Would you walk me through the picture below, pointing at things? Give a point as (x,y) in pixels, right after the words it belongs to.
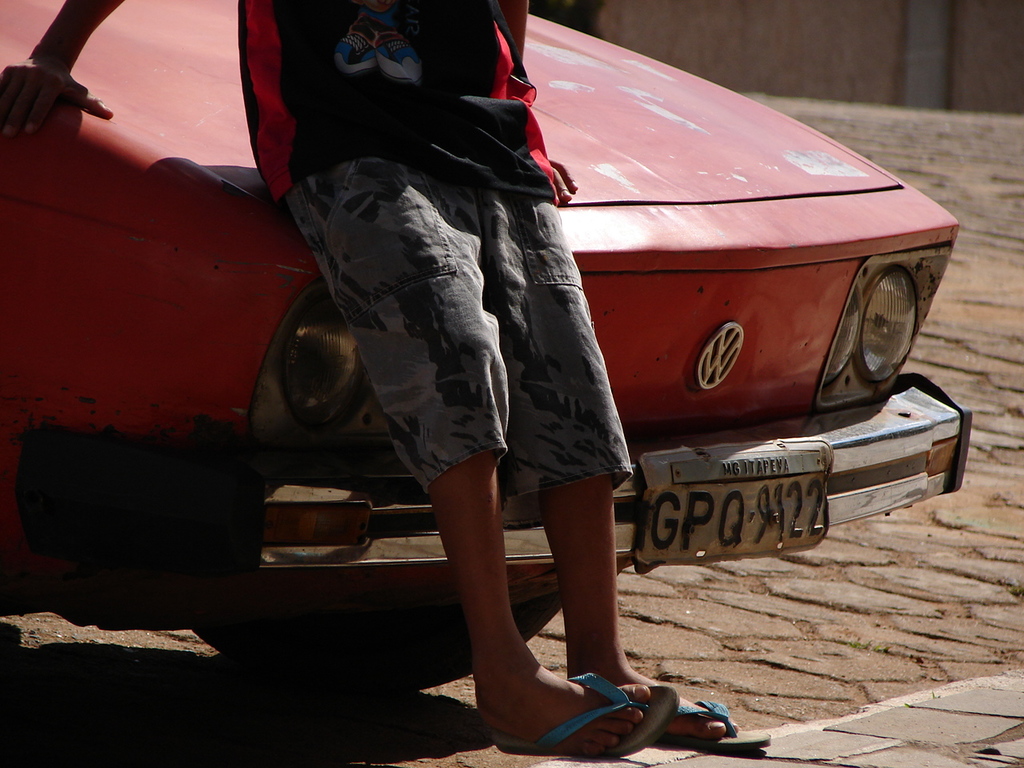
In this image in the front (458,217) there is a man (437,269) standing and leaning on the car (241,165) which is behind him, which is red in colour.
